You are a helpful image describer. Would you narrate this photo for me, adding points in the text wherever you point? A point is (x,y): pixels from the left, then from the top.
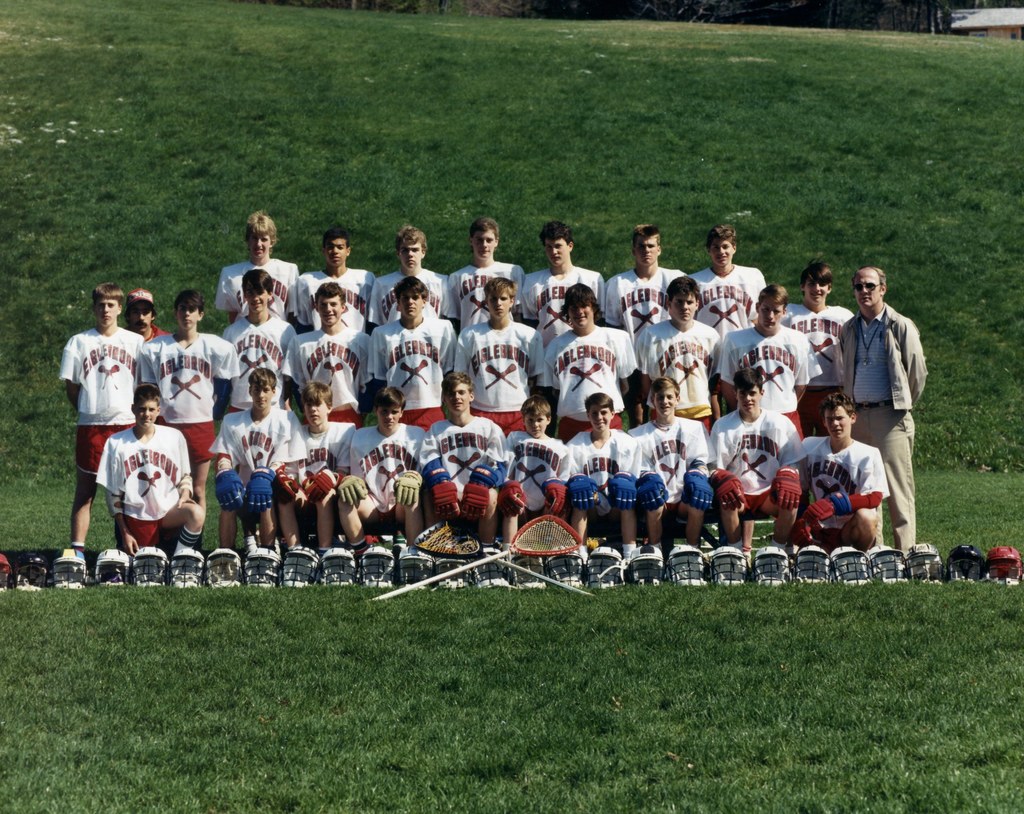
In the picture we can see two rows of people (537,330) are standing in the sports wear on the grass surface (46,806) and in front of them, we can see some people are sitting on the grass surface (14,593) and in the background (765,111) also we can see the grass surface (668,129).
